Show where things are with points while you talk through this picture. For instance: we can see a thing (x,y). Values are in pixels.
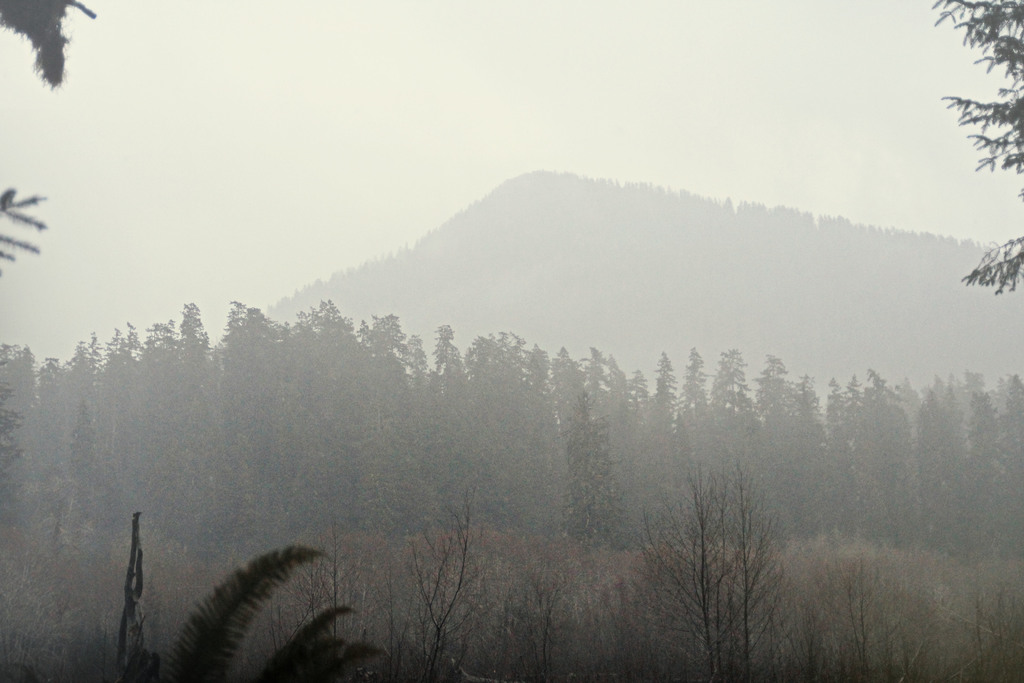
In this picture I can see there are few trees (55,75) at the bottom (383,600), right (1016,124) and left sides. There are few more trees (211,428) in the backdrop (585,230), there is a mountain (612,277) and it is covered with trees (815,246) and the sky (599,153) is foggy.
